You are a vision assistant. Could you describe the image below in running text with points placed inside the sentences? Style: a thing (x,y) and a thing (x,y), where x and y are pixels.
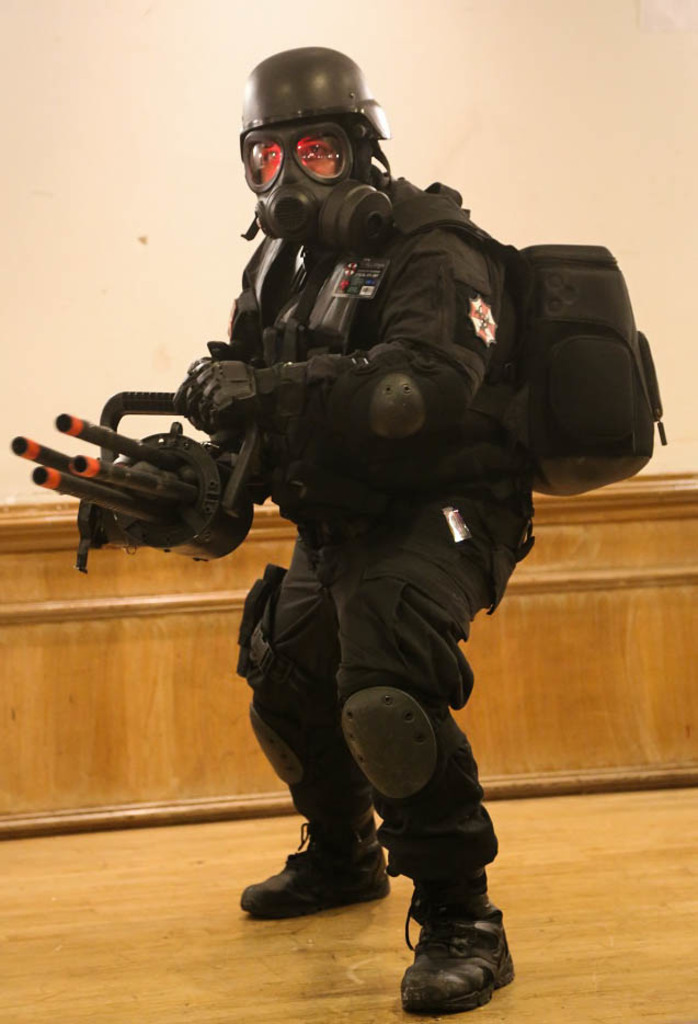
In this image we can see a man (291,376) wearing black color dress (483,263), a backpack (539,357) and holding an object (135,490) in his hands (214,399) and cream color wall (267,41) in the background (454,48).
